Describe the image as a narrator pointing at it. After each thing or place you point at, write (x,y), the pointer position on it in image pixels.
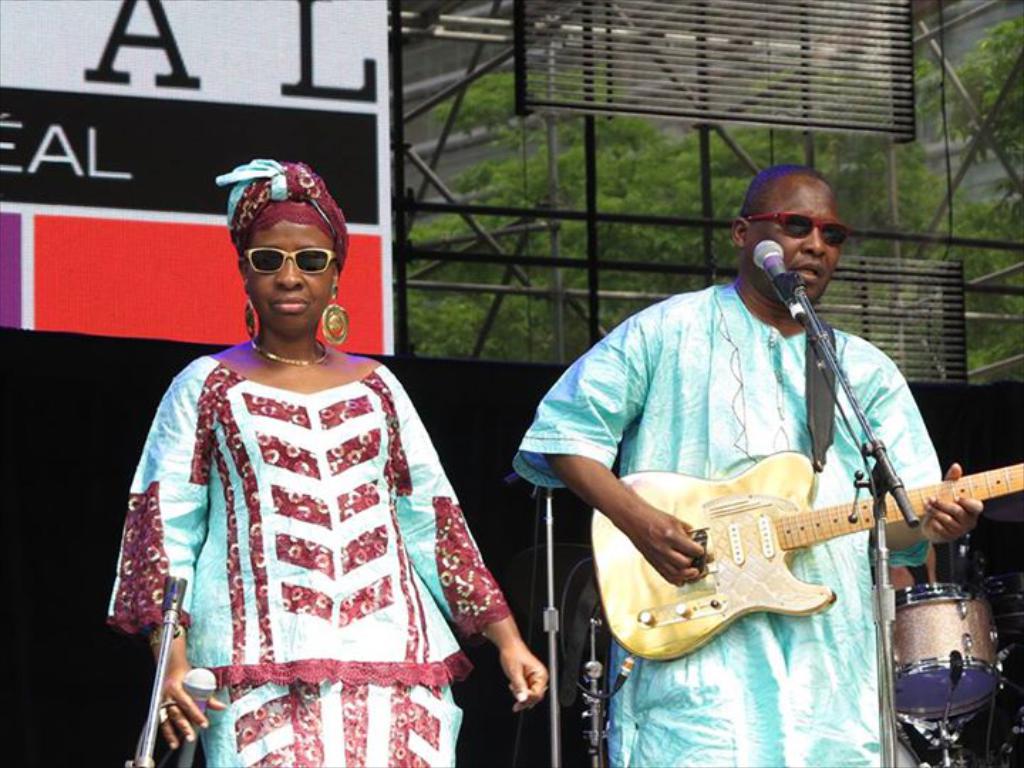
In this image there is a man (734,446) and woman (291,438). In the right (760,505) the man (746,438) is playing guitar (768,531) in front of him there is a mic (771,262). In the left (241,606) the lady (218,636) is holding a mic (206,678). In the background (418,330) there is banner (323,106) and trees (480,193).
